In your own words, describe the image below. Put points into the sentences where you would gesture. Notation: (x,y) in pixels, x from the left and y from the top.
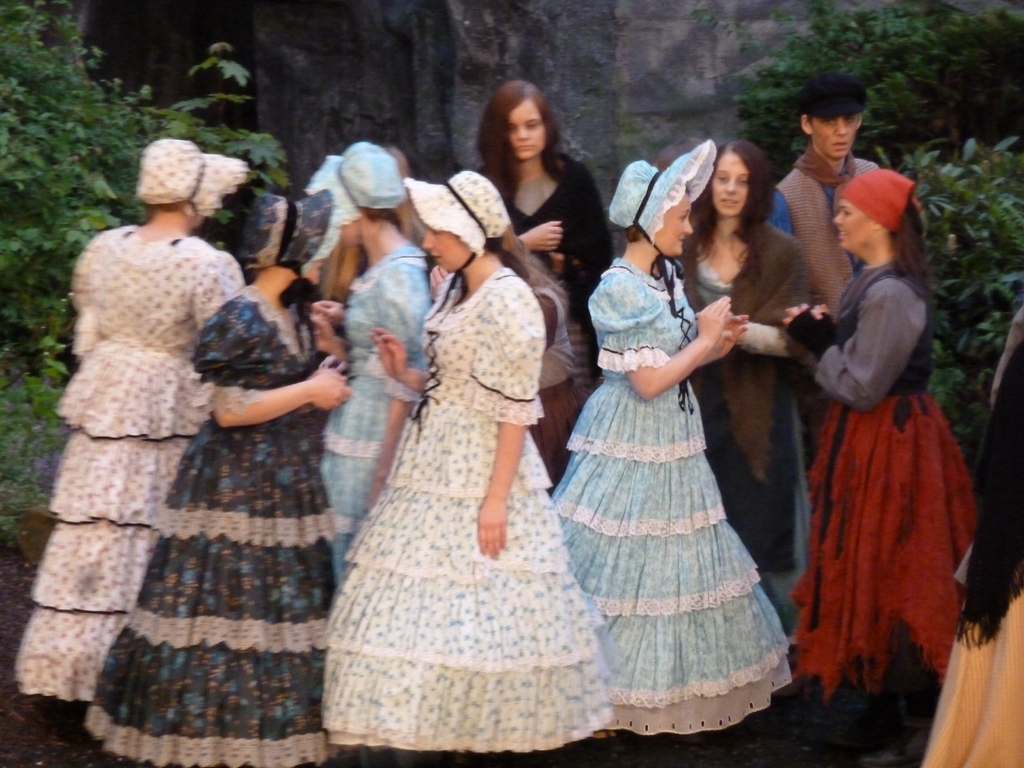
In the picture we can see a few people (418,572) are wearing some costumes (194,550) and dancing and in the background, we can see some persons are standing and watching them, and besides, we can see some plants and in the background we can see a stone wall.
